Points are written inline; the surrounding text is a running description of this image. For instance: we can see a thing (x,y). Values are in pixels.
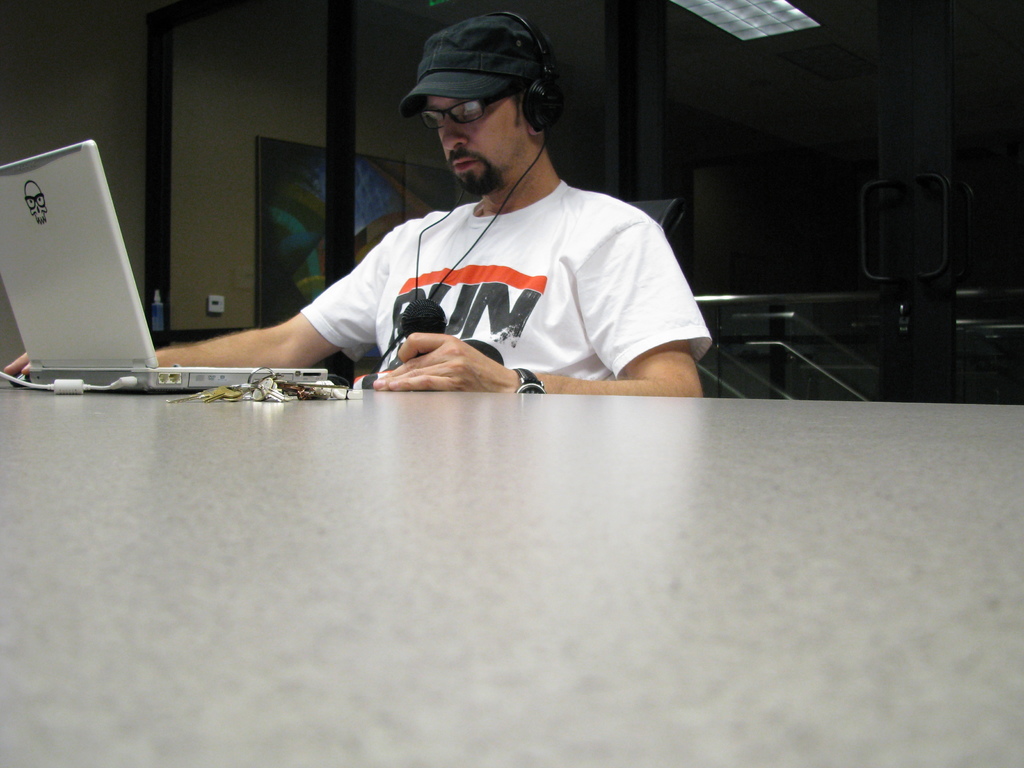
In this picture I can see a man (508,289) seated on the chair (672,213) and he wore headset (558,106) and a cap (492,54) on his head (437,114) and he wore spectacles (472,102) and looking at the laptop (136,345) on the table (429,460) and I can see reflection of light (766,9) and a photo frame (276,196) in the glass (698,146).
